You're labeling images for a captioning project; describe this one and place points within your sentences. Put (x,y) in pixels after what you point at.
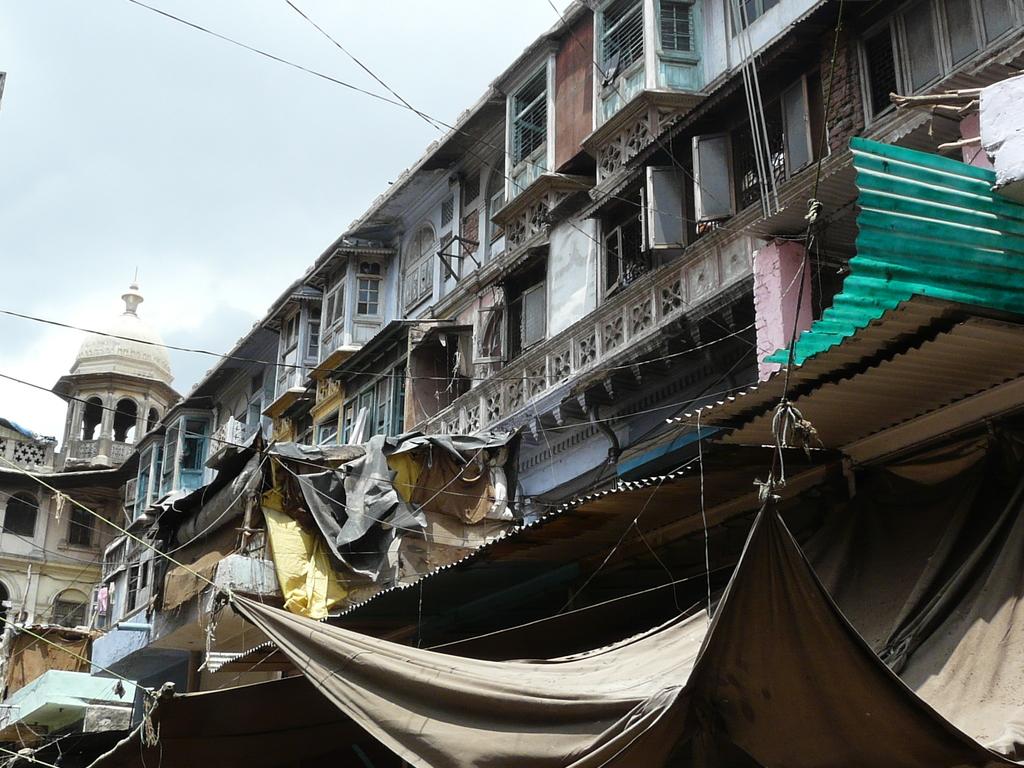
In this image there is a building (557,230) for that building (646,148) there are windows (518,334), in the bottom right (885,680) there is tent (498,743).
